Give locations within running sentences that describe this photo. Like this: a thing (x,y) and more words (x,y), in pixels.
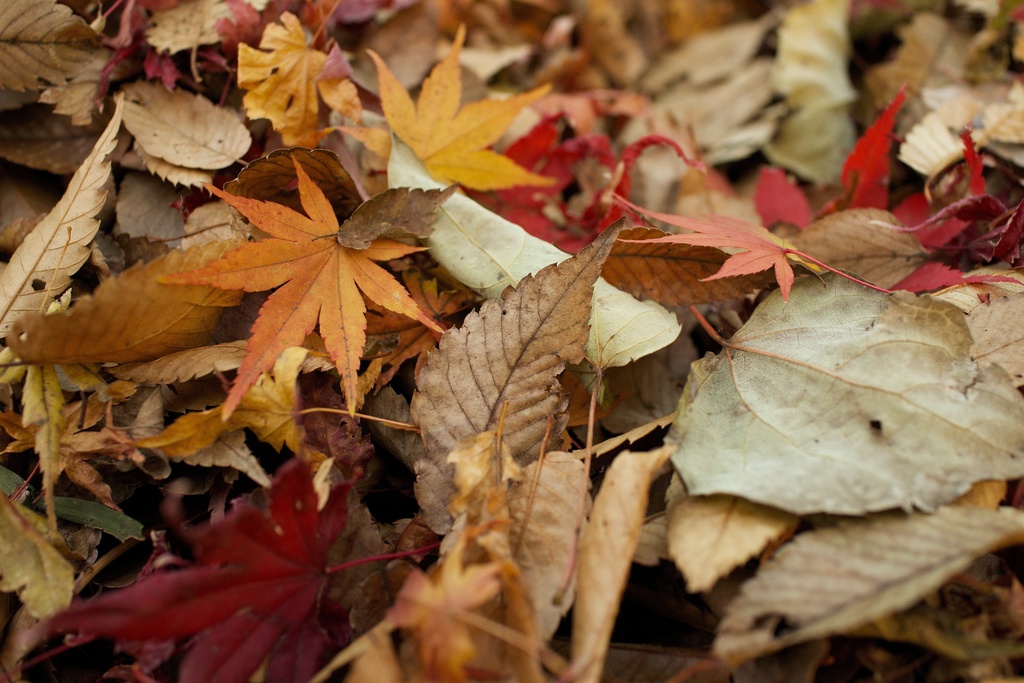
In this image we can see some leaves (617,321) which are in different colors on the ground (857,58).
